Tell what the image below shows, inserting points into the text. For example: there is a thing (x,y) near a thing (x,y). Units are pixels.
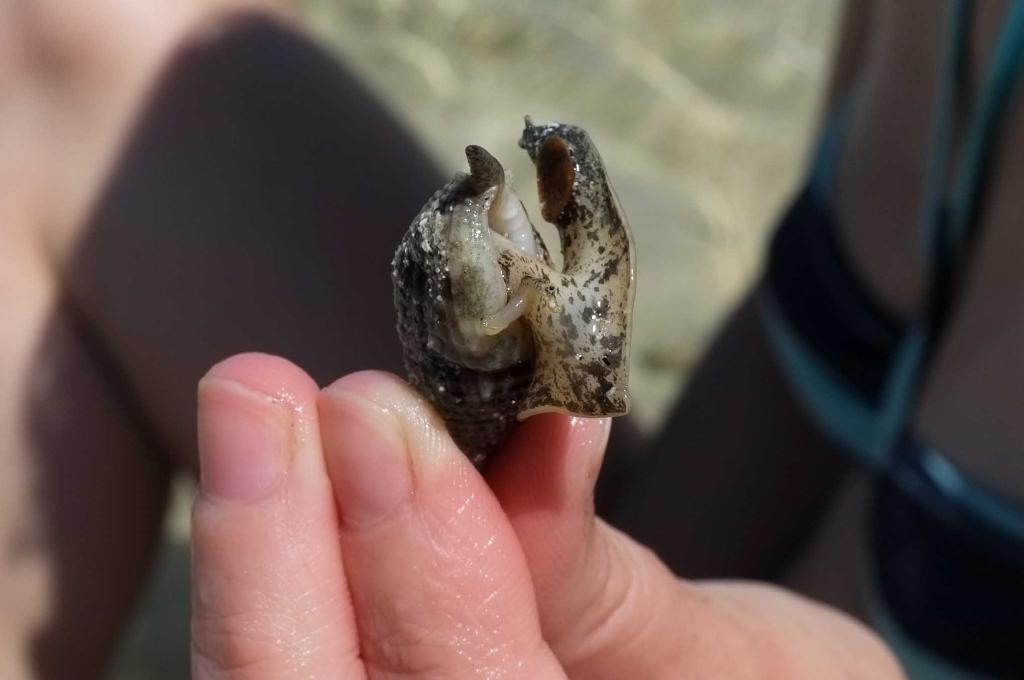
In this picture we can see a person (938,464) is holding a snail (542,351).
